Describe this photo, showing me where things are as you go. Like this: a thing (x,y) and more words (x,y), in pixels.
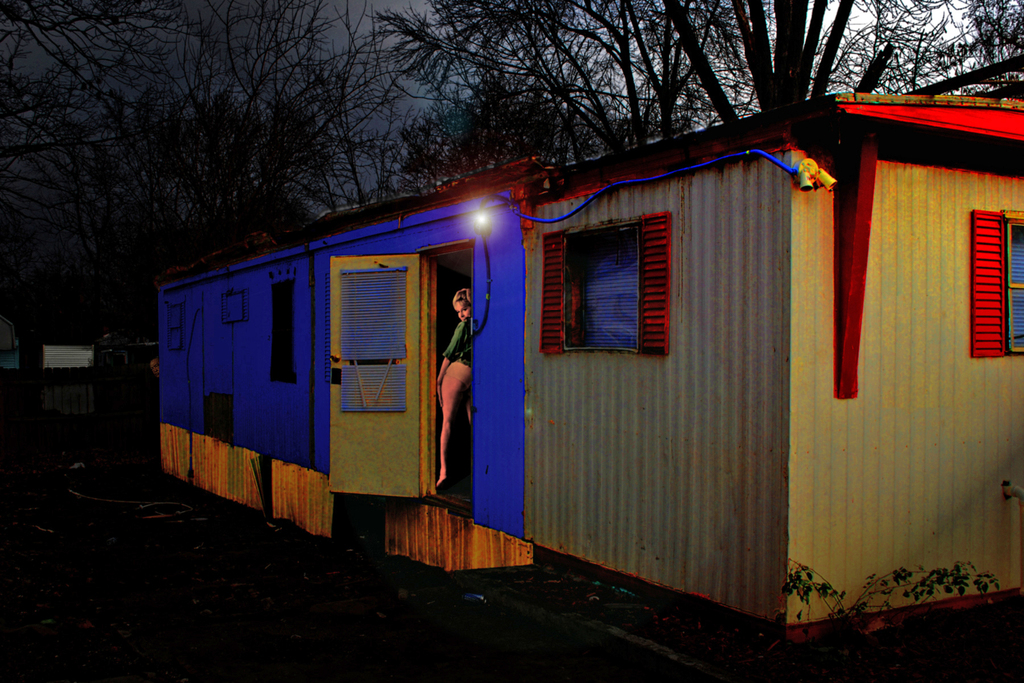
In this image I see the house (506,207) and I see a woman (454,341) over here and I see the light (482,221). In the background (36,24) I see number of trees (547,84) and I see that it is dark over here.
